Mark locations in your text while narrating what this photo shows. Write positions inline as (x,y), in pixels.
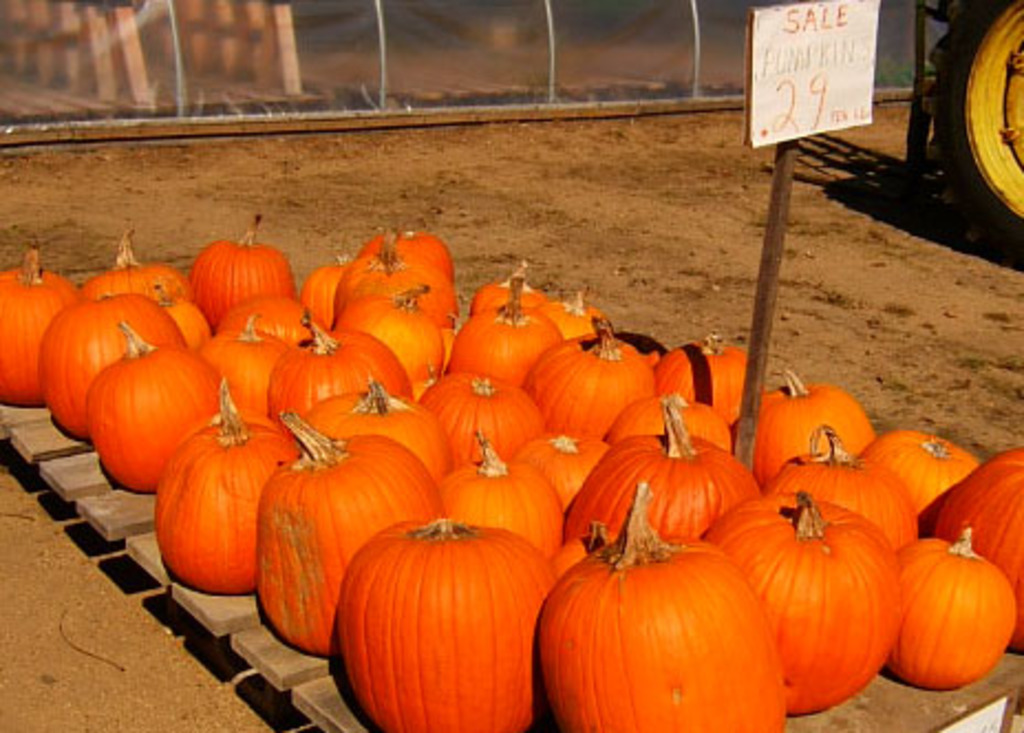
In this image, we can see some pumpkins (47,339) on the wooden surface (906,689). We can see the sand (644,191) on the ground (479,132).
